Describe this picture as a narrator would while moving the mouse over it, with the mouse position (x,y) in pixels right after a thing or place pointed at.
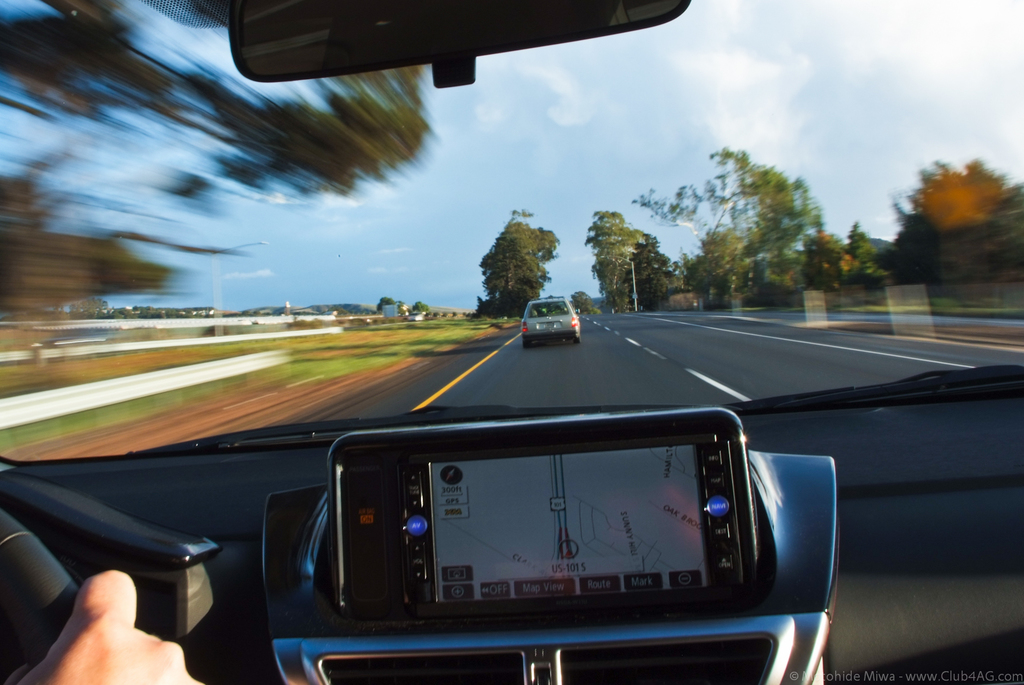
In the foreground of the image (90,618) we can see a screen (547,529), hand (106,590) of a person (122,636), air conditioner vents (515,658). In the center of the image (534,322) we can see a vehicle (565,317) moving on road (571,354), a group of trees (629,286), poles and the cloudy sky (602,111). At the bottom of the image (870,679) we can see some text (918,671).
